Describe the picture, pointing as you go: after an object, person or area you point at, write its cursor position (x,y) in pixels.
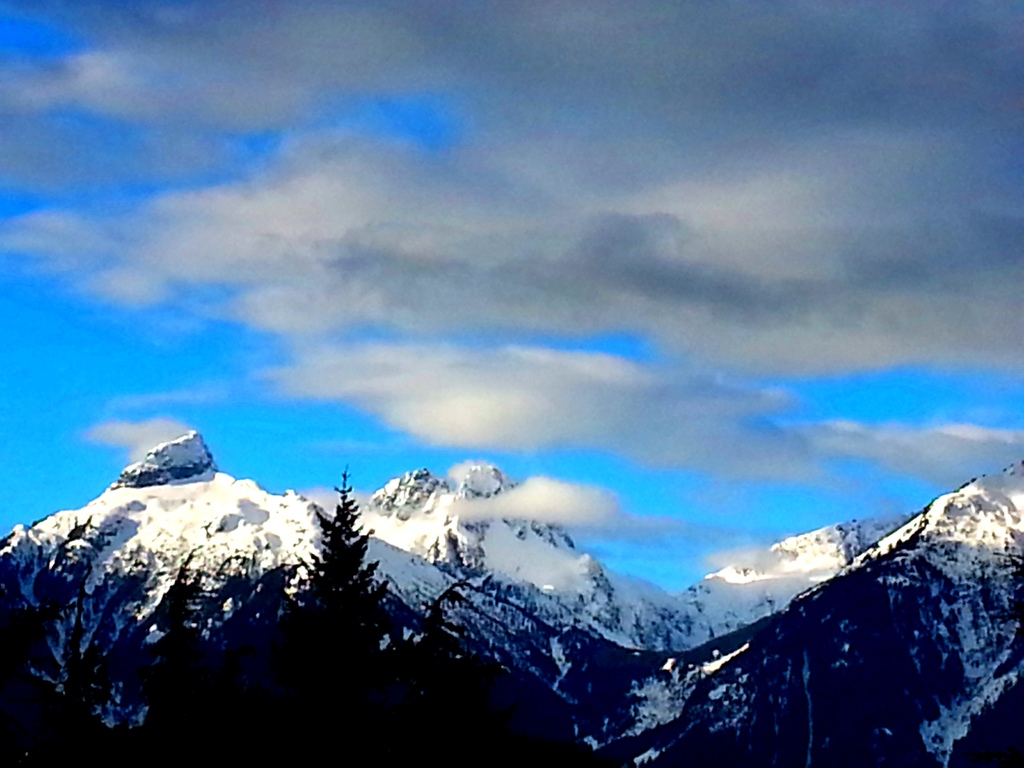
In this picture we can see a few mountains (498,654) from left to right. Sky (678,551) is blue in color and cloudy.
